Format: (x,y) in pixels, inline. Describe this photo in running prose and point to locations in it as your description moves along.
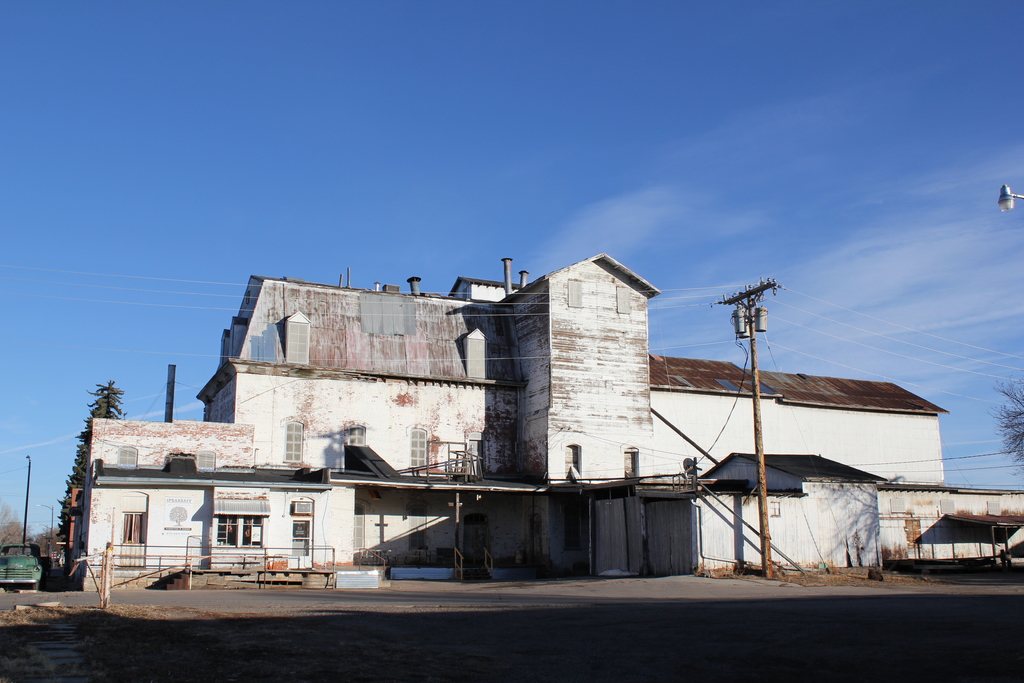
In this image there is a building (345,432), a vehicle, poles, electric poles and cables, a fence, a street light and some clouds (672,208) in the sky (393,230).
